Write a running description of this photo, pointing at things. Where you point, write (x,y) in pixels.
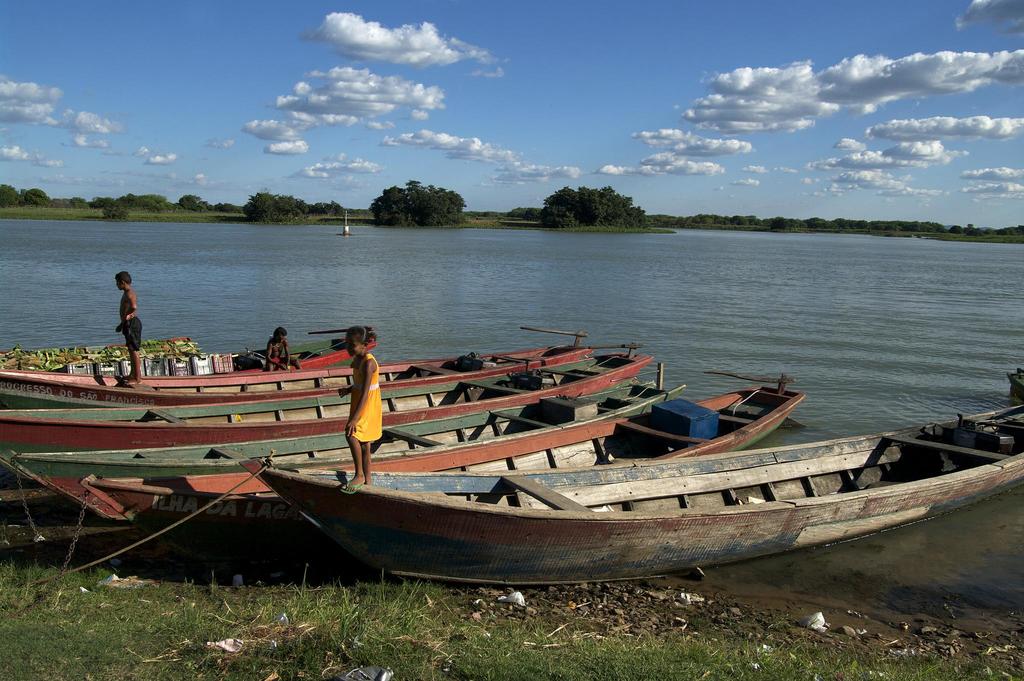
In this image I can see boats (423,429) on water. On the boats (272,418) I can see some people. In the background (446,207) I can see trees (463,205) and the sky (482,128). Here I can see the grass (312,633).
